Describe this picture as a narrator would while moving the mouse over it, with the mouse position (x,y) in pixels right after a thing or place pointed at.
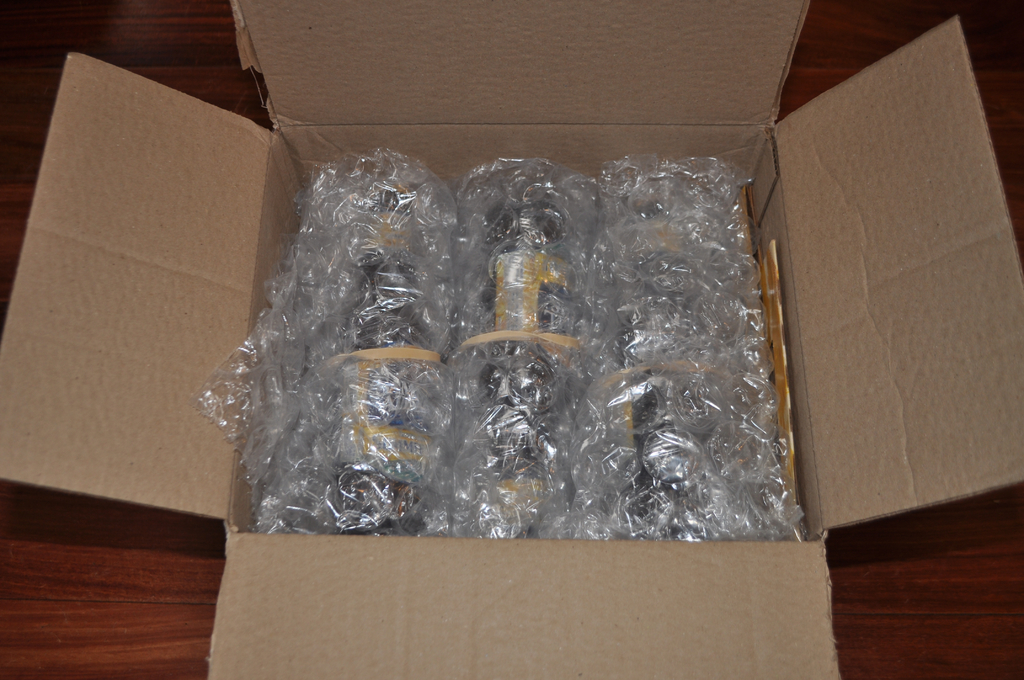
In the picture we can see a wooden plank (951,584) on it, we can see a cardboard box (611,563) which is opened and in it we can see some things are placed with some polythene covers (729,536).
